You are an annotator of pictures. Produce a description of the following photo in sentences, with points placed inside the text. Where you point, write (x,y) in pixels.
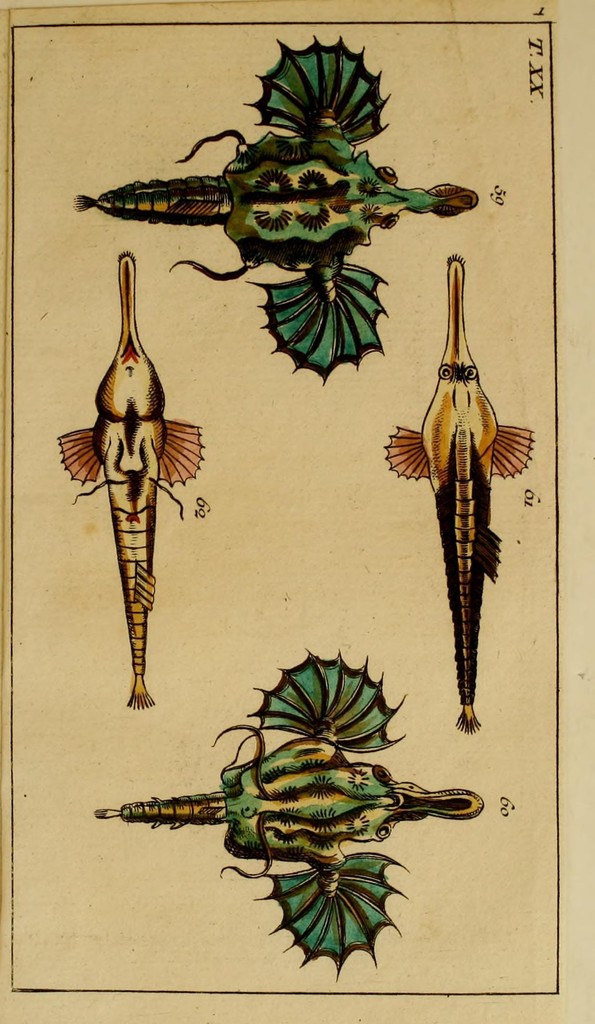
In the image, there are paintings (304,145) of different animals (311,842), there are total four images (105,477) of the animals (314,704).
